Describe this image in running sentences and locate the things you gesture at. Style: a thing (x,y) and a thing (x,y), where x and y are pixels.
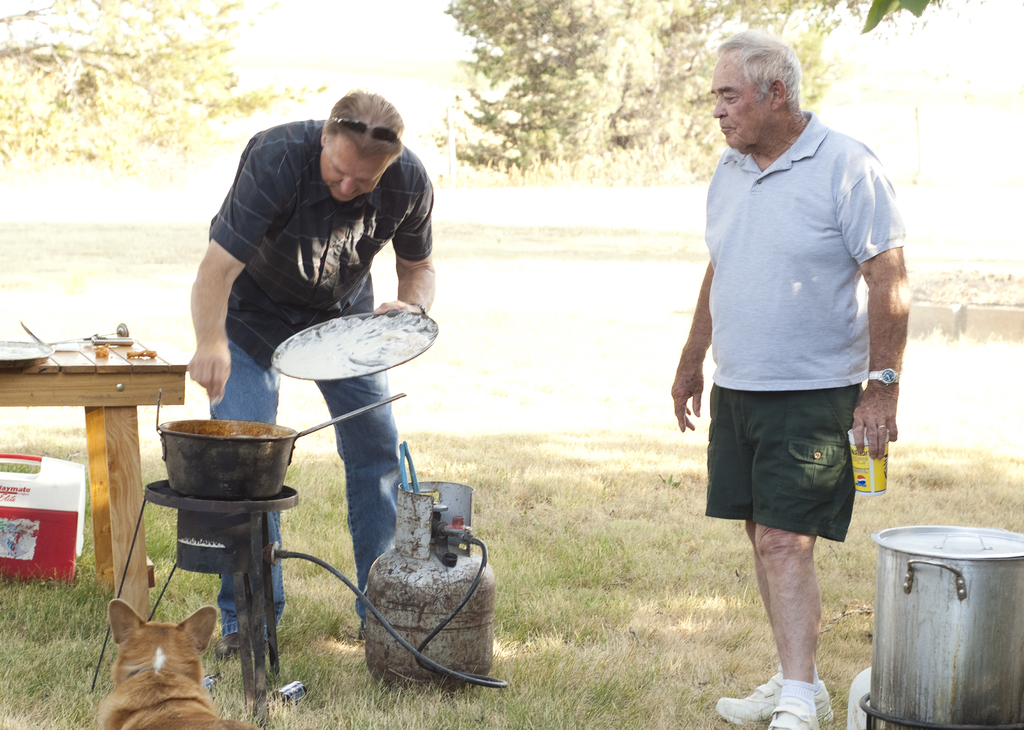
In this picture we can observe two men (713,420) standing. One of the men (313,189) was cooking food (214,433) in front of this stove (200,547). On the left side (161,636) there is a brown color dog (151,670). There is a table (110,391) on the left side (107,388). We can observe some grass (511,430) on the ground (538,492). In the background (289,88) there are trees (608,81).
